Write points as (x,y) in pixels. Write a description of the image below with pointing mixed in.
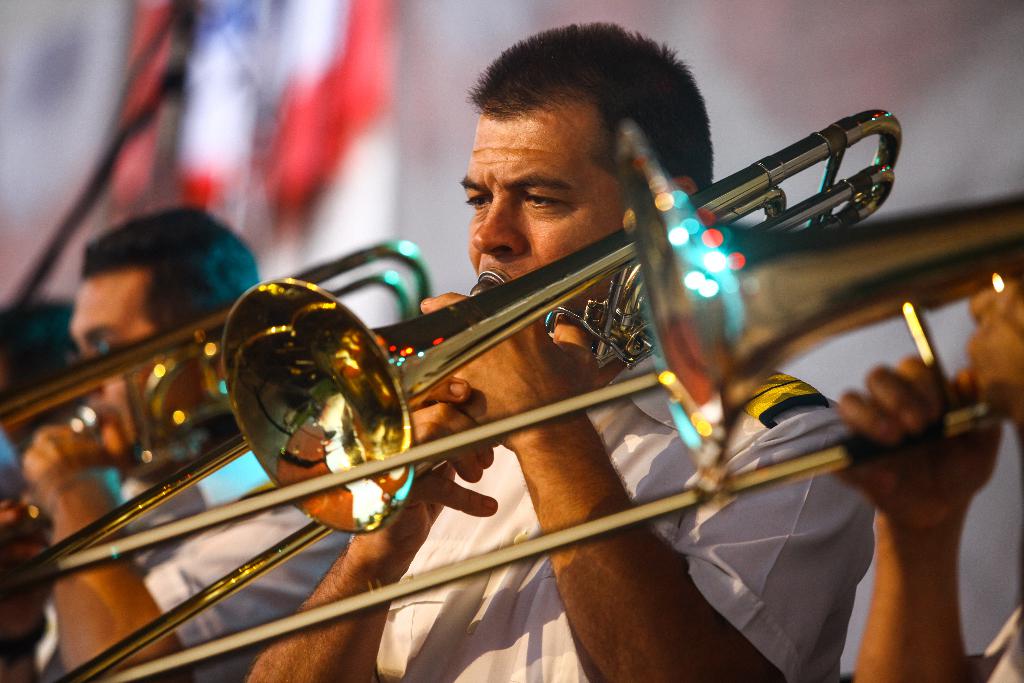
In this picture I can see three persons (465,400) playing trombones (338,443), and there is blur background (971,23).
